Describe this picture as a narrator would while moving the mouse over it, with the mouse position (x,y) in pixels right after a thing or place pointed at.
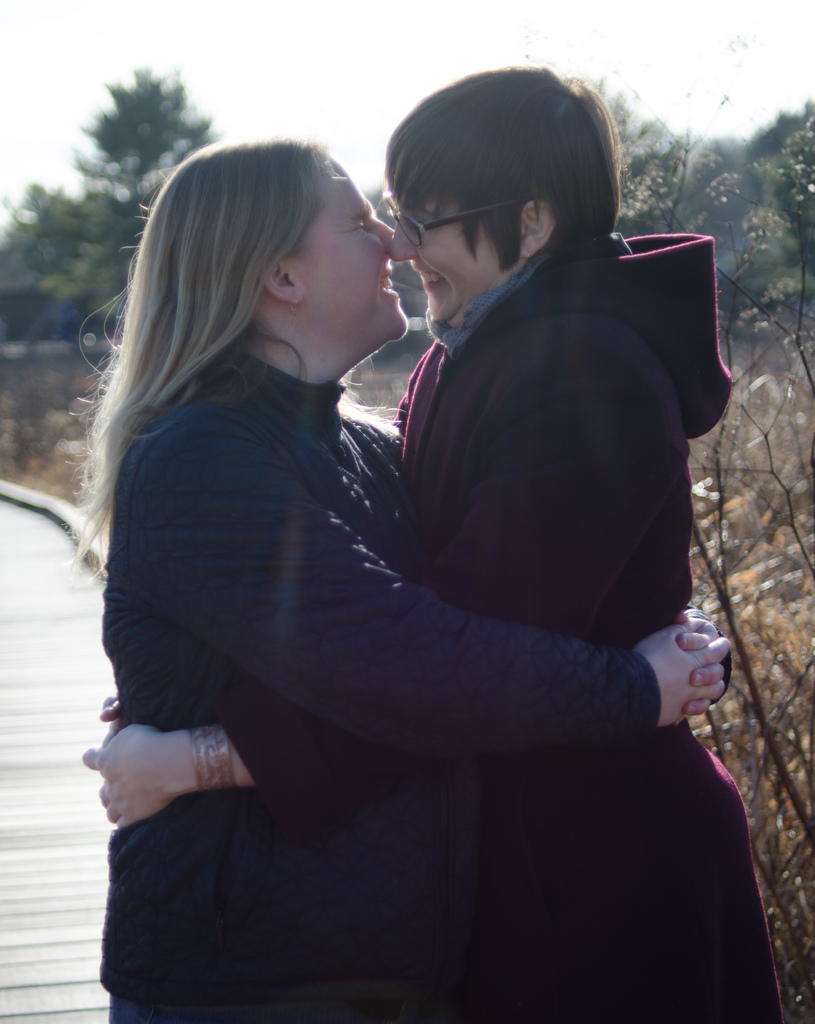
In this image there are two people (382,652) hugging each other. In the background (738,33) there are trees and the sky (494,33).
